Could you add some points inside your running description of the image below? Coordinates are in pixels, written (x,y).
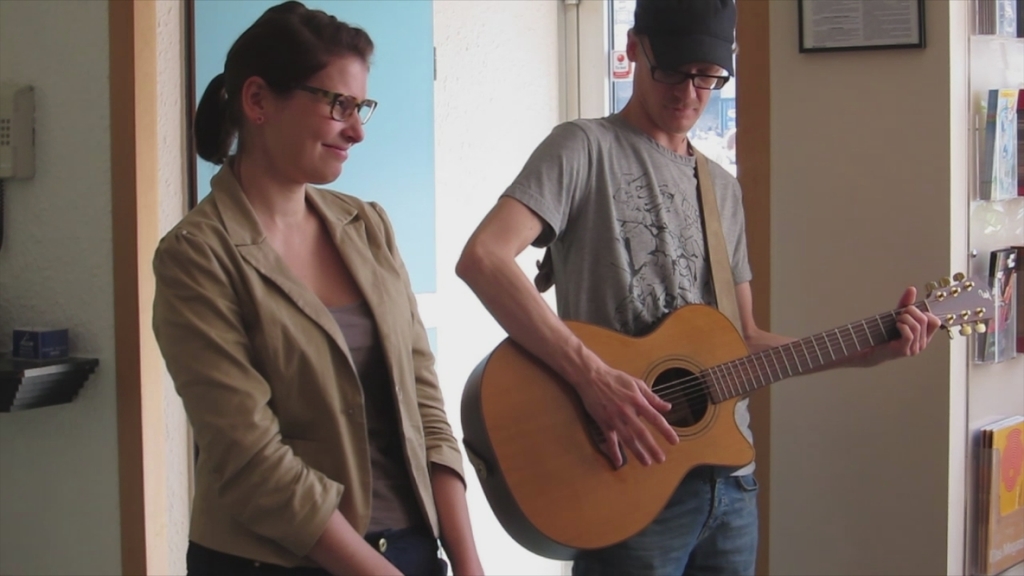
There are two persons (537,167). On the right side (683,287) we have a man (652,284). His playing a guitar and his wearing a cap (658,34). On the left side (303,311) we have a woman (294,335). She is smiling. In the background (890,39) we can see posters (867,31), window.
